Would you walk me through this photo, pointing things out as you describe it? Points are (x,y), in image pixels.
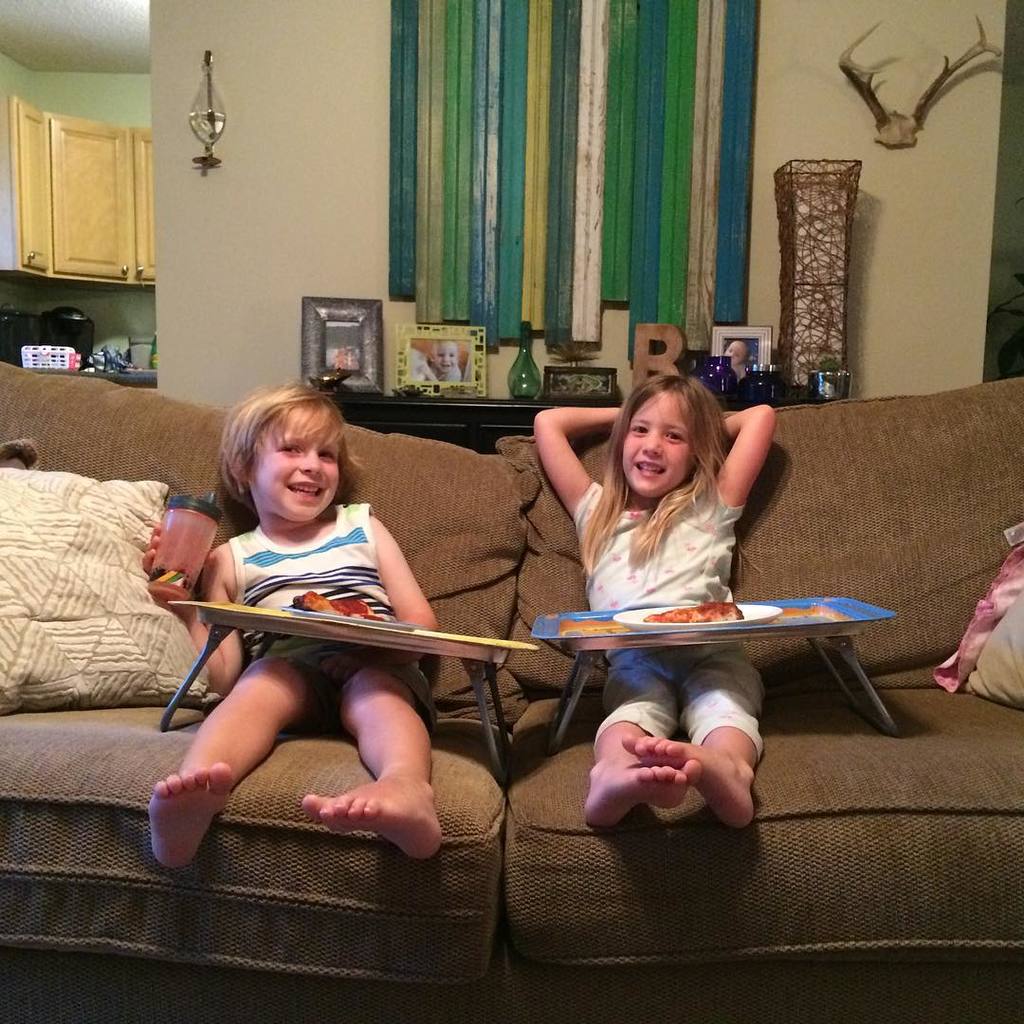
In this picture we can see two kids (738,655) sitting on the sofa (919,843). This is pillow (62,558) and there is a plate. On the background (223,330) we can see a wall (195,219) and these are the frames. And this is cupboard (51,192).
